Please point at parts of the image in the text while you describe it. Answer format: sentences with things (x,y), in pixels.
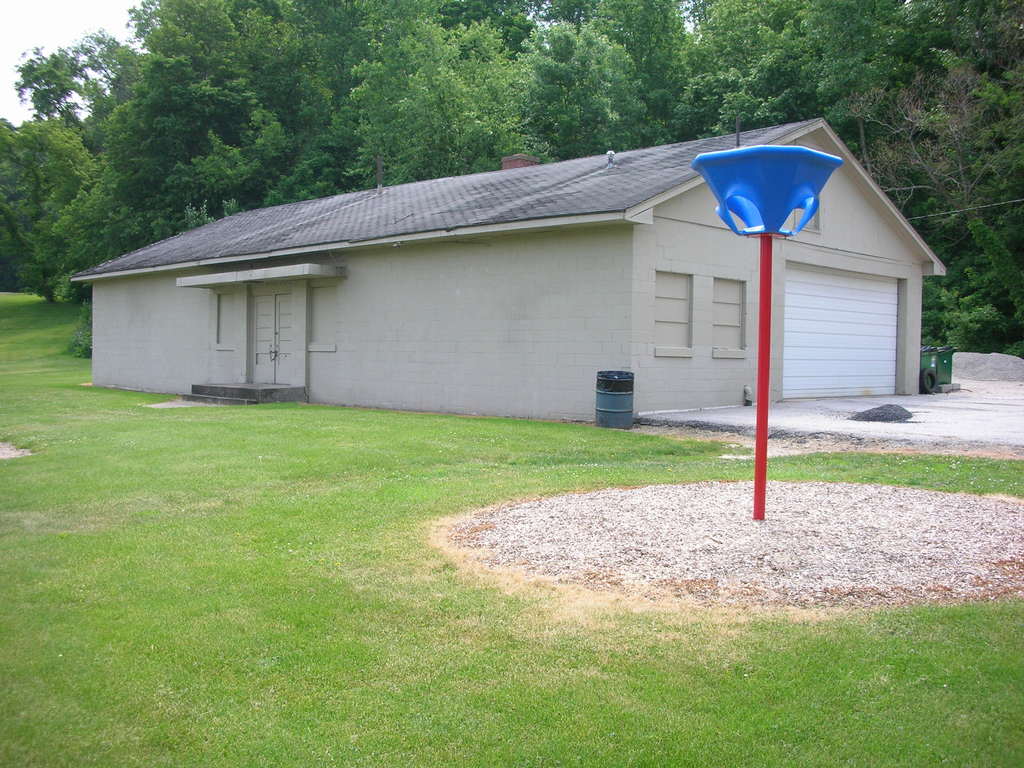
In the front of the image (355,346) there is a house (499,269), pole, grass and objects (764,196). In the background of the image (124,58) there are trees (120,74) and sky (129,32). Land (307,534) is covered with grass (315,527).
